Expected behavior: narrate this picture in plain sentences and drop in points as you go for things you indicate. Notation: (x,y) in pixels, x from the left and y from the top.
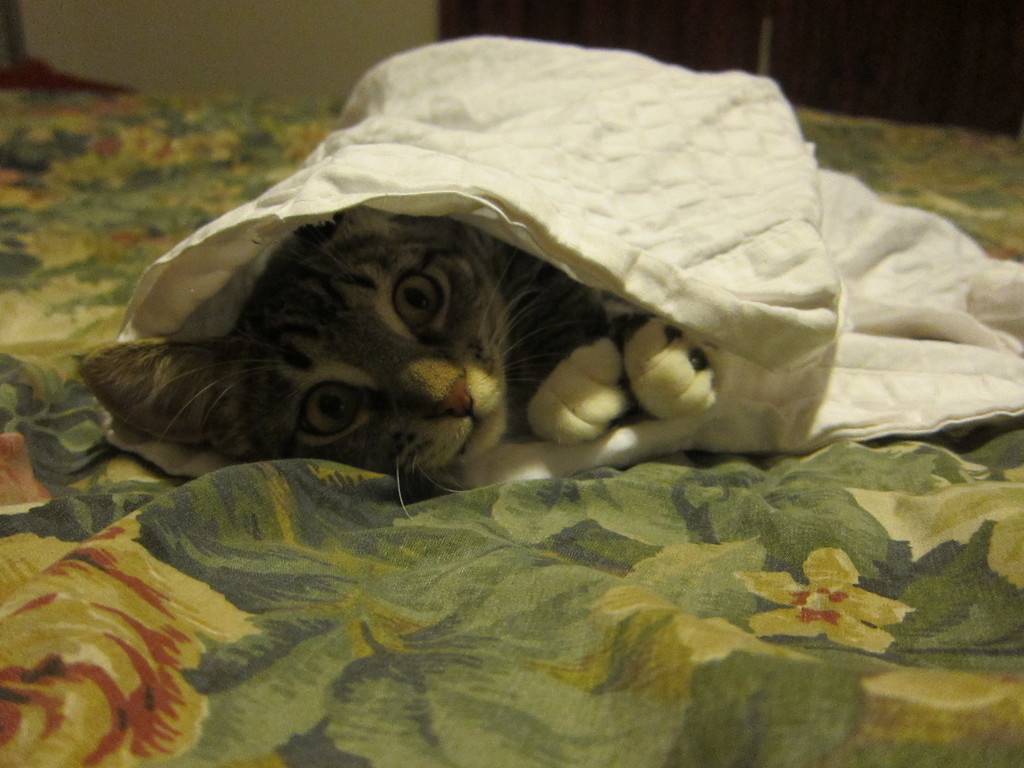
In this picture I can see a cat (425,310) in front (307,314), on which there is a white cloth (618,258) and I see that this cat (269,386) is lying on a bed (27,136).
